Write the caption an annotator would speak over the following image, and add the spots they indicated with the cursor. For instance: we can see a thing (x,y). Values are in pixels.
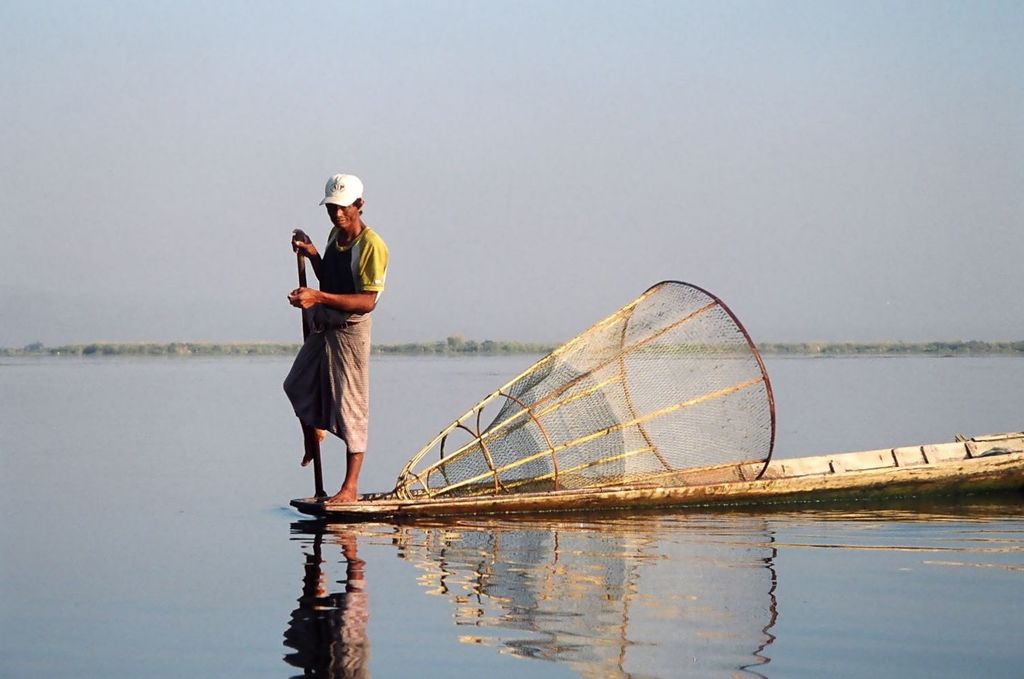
In this image there is a person (343,407) standing on a boat (461,513) holding a stick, behind the person (314,302) there is a structure (556,427) with net (584,420), the boat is on the river (292,542), in the background of the image (159,345) there are trees (404,351).
